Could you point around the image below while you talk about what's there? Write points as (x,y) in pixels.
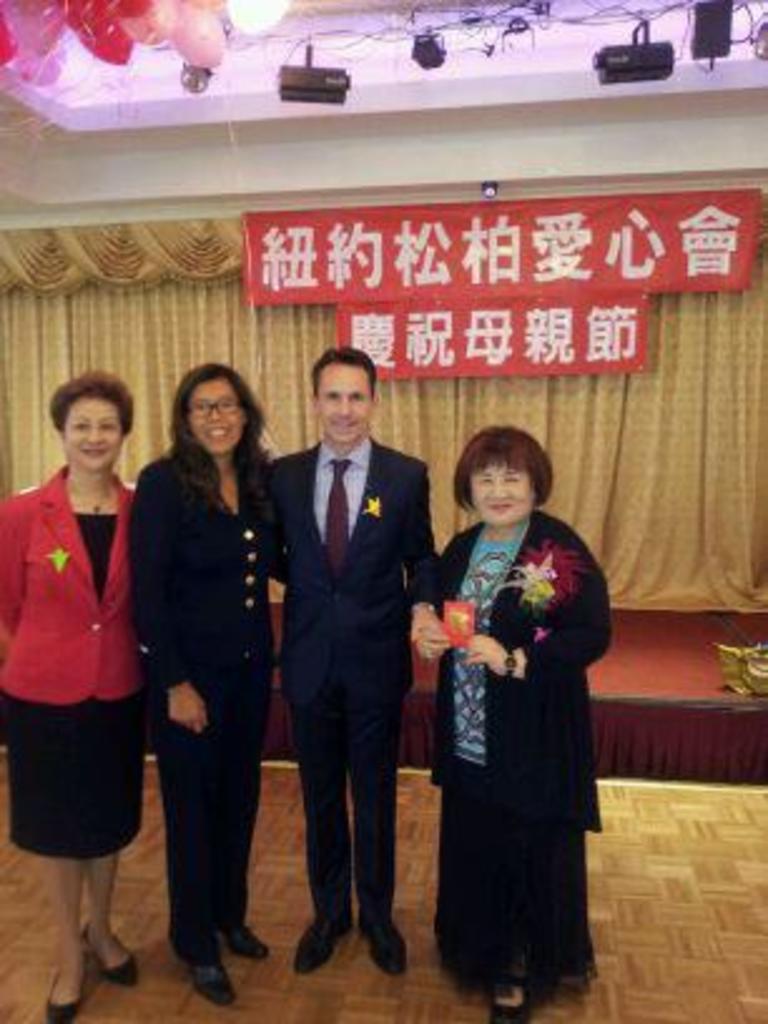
In this picture we can see four persons (372,669) are standing and smiling, in the background (440,507) there is some text (557,268) and a curtain (549,395), we can see balloons (213,61) and some wires (329,37) at the top of the picture (79,24), a woman (500,715) on the right side (517,626) is holding something.
